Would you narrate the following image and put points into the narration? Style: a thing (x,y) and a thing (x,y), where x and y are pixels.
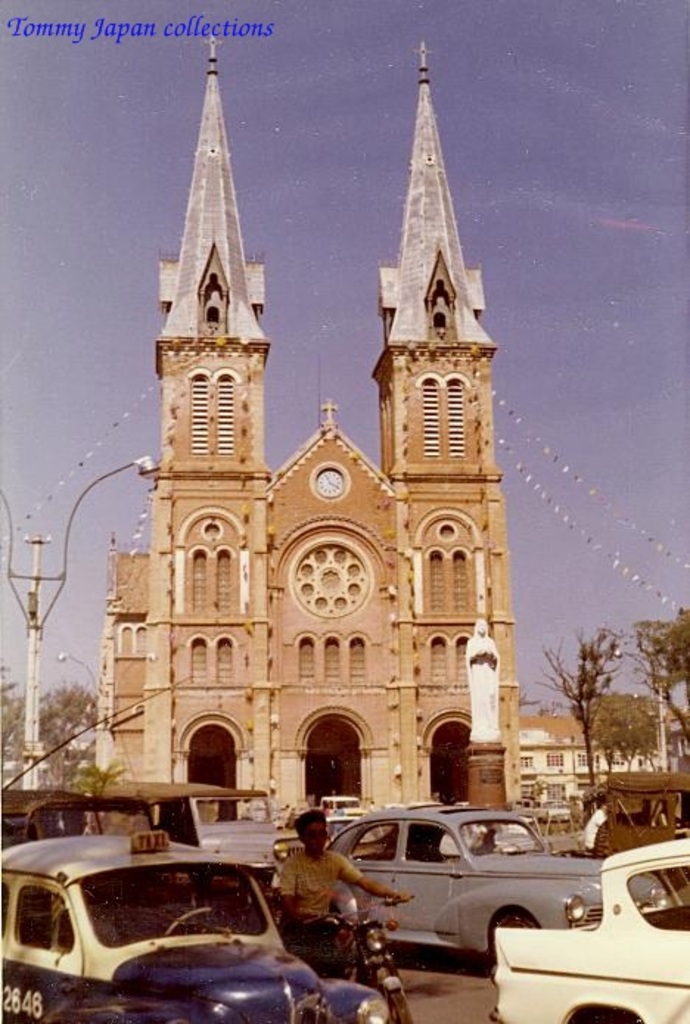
In the image there are different vehicles (352,989) in the foreground (334,853) and behind the vehicles (40,1006) there is some architecture (313,458), around that there are trees (621,736) and a building (550,748).
